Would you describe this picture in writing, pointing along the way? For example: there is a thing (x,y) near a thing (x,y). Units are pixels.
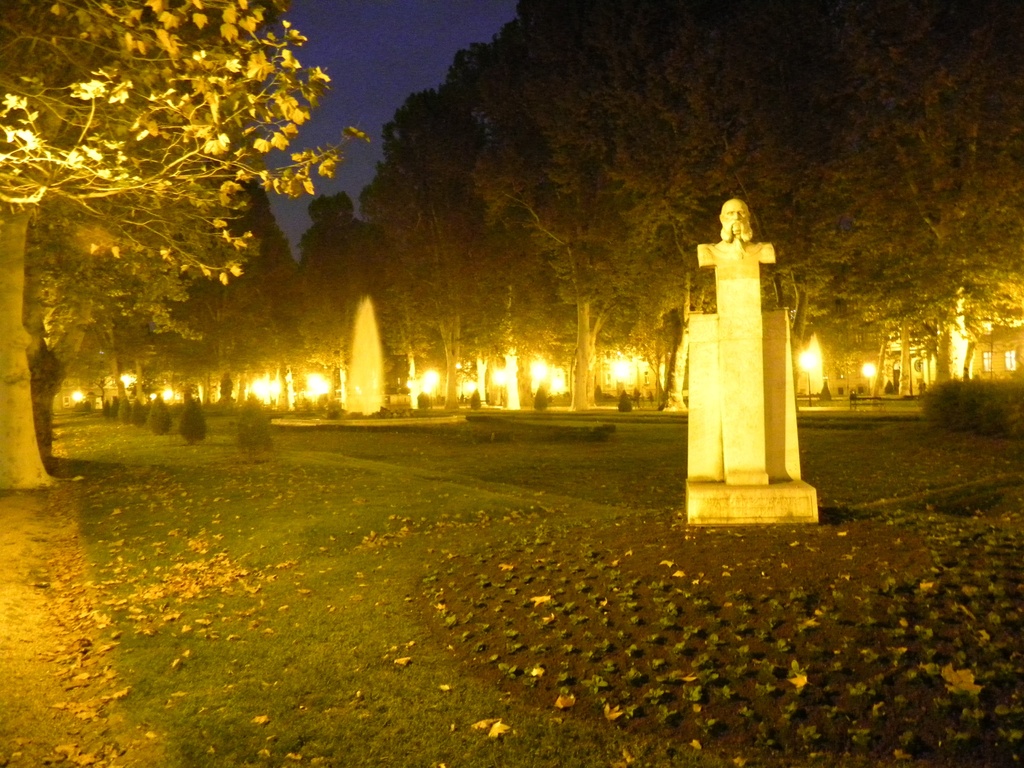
This picture is clicked outside. On the right (762,257) we can see the sculpture (735,210) of the face (738,216) of a person (739,229) and we can see the lights (537,370), trees (60,384), plants (474,407), green grass (588,420) and the sky (348,93) and some other objects (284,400).
